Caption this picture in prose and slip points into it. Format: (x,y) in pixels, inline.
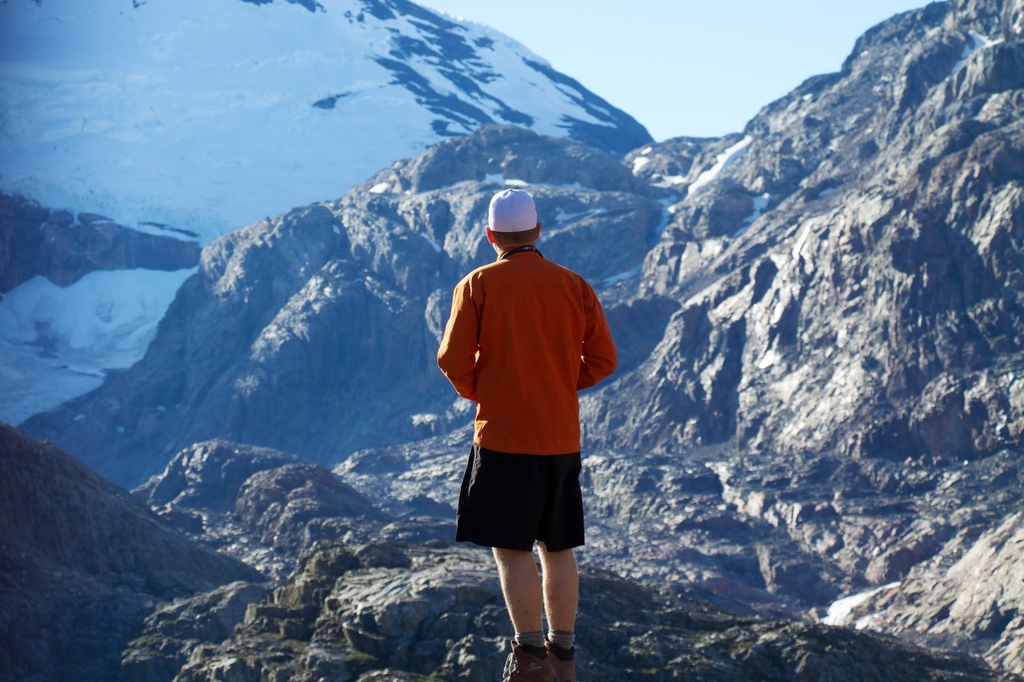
In the center of the image (527,299) we can see a man (521,393) standing. He is wearing a cap (521,213). In the background (714,260) there are hills (714,260) and sky (660,94).
